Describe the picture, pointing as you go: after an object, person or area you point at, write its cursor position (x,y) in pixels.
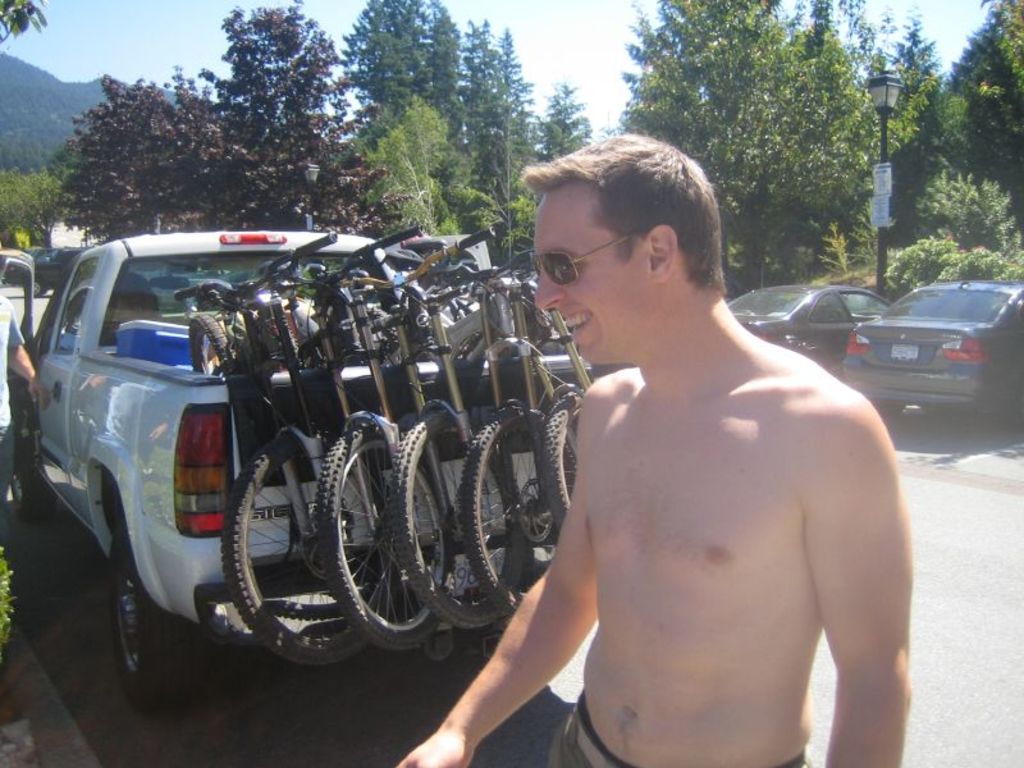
In the image there is a shirtless blond haired man (621,265) standing and smiling, and behind there is a truck (135,444) with some bicycles (546,483) in it, on the right side (831,326) there are few cars (872,356) on the road (1023,646), and in the background (775,135) there are trees (179,166) and above its sky (157,6).
